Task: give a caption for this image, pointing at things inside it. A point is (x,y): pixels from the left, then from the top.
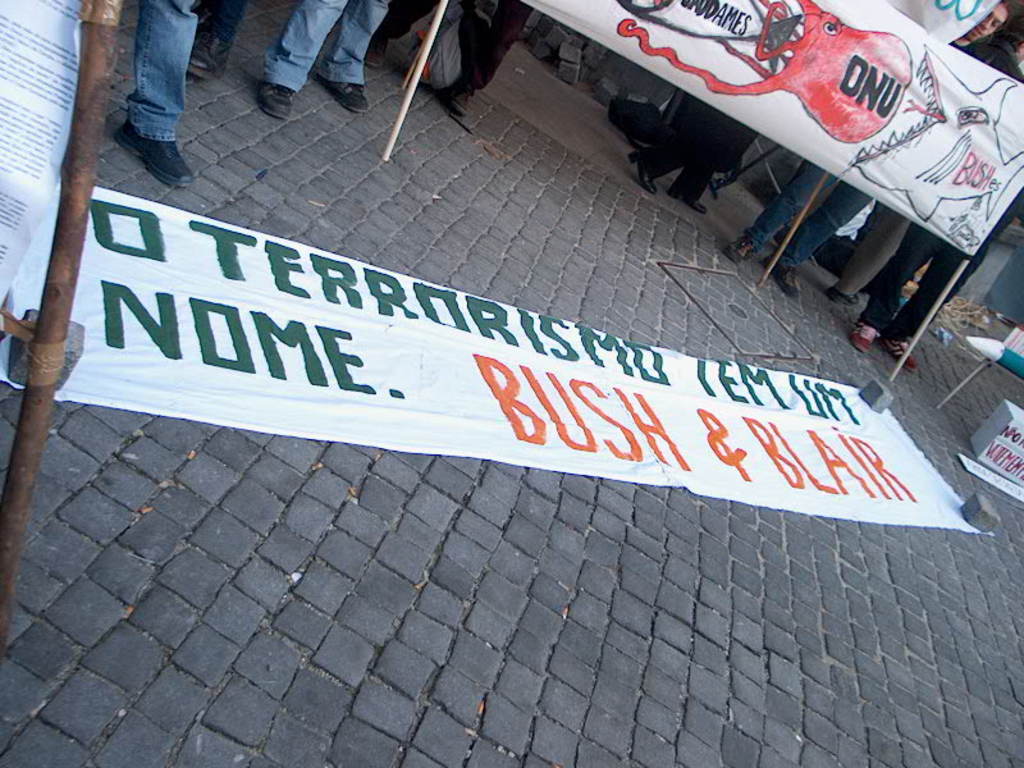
In this picture I can see the banners (534,350). I can see people (279,83) standing on the surface (644,325).
